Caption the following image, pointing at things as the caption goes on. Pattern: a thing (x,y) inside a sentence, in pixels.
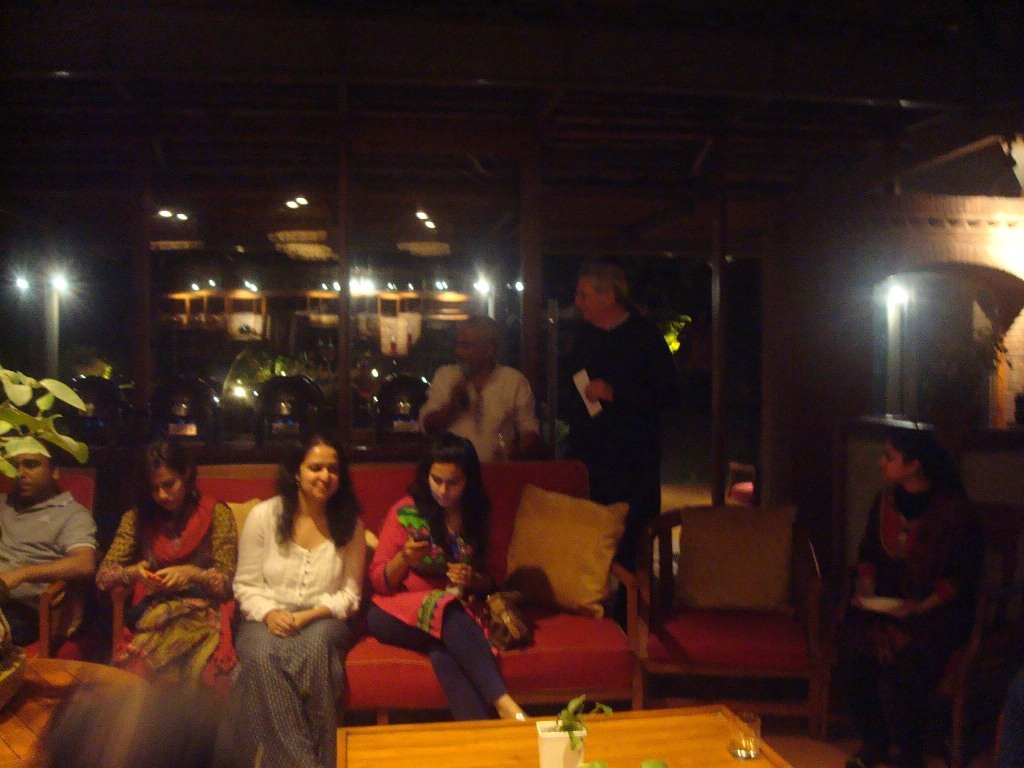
The image is inside the room (213,413). In the image there are group of people (463,480), three women (410,553) are sitting on couch (493,551). On couch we can see pillows (561,527) two men (589,436) are standing. In background (442,295) we can see some lights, pillars (527,338) on top (499,116) we can see roof (518,116). On right side (962,534) there is a woman (964,541) sitting on chair (1002,547) and holding something (893,606) in middle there is a table (490,749) on table (616,733) we can see plant (573,715), flower pot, glass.
